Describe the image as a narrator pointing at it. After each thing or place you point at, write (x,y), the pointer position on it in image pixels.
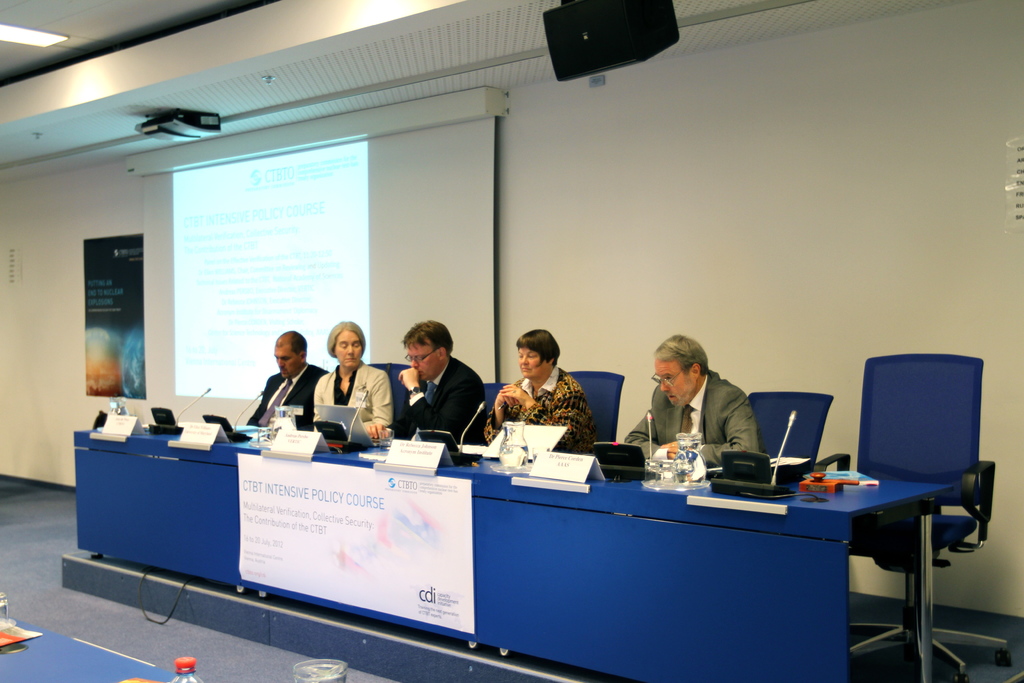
In this image we can see some people (592,423) sitting on the chairs (605,414) beside a table (608,483) containing the mikes (476,456), name boards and some devices (604,471) placed on it. We can also see a board (369,473) with some text (246,554) on it, a frame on a wall (56,355) and a display screen (391,281) with some text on it. On the top of the image (230,59) we can see a device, speaker box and a ceiling light (39,36) to a roof (206,78). In the foreground (197,682) we can see a table (130,654) containing some glasses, a bottle (187,673) and some objects (151,681) on it.
